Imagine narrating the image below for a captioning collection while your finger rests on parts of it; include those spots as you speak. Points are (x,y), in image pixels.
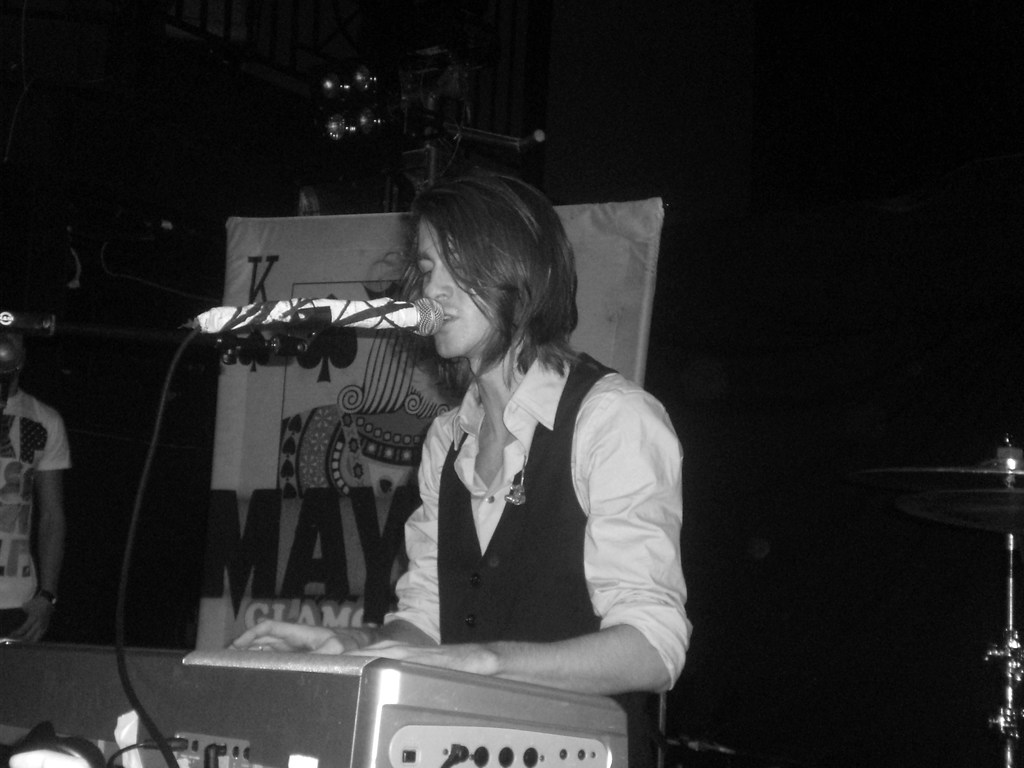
In this image, we can see a person (544,557) is singing in-front of a microphone (408,320). At the bottom (427,717), we can see device (404,695) and wires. Background (894,690) it is dark. Left side of the image (44,536), we can see a person (26,448) is standing. Here we can see few objects (338,84) and grills (342,40).
